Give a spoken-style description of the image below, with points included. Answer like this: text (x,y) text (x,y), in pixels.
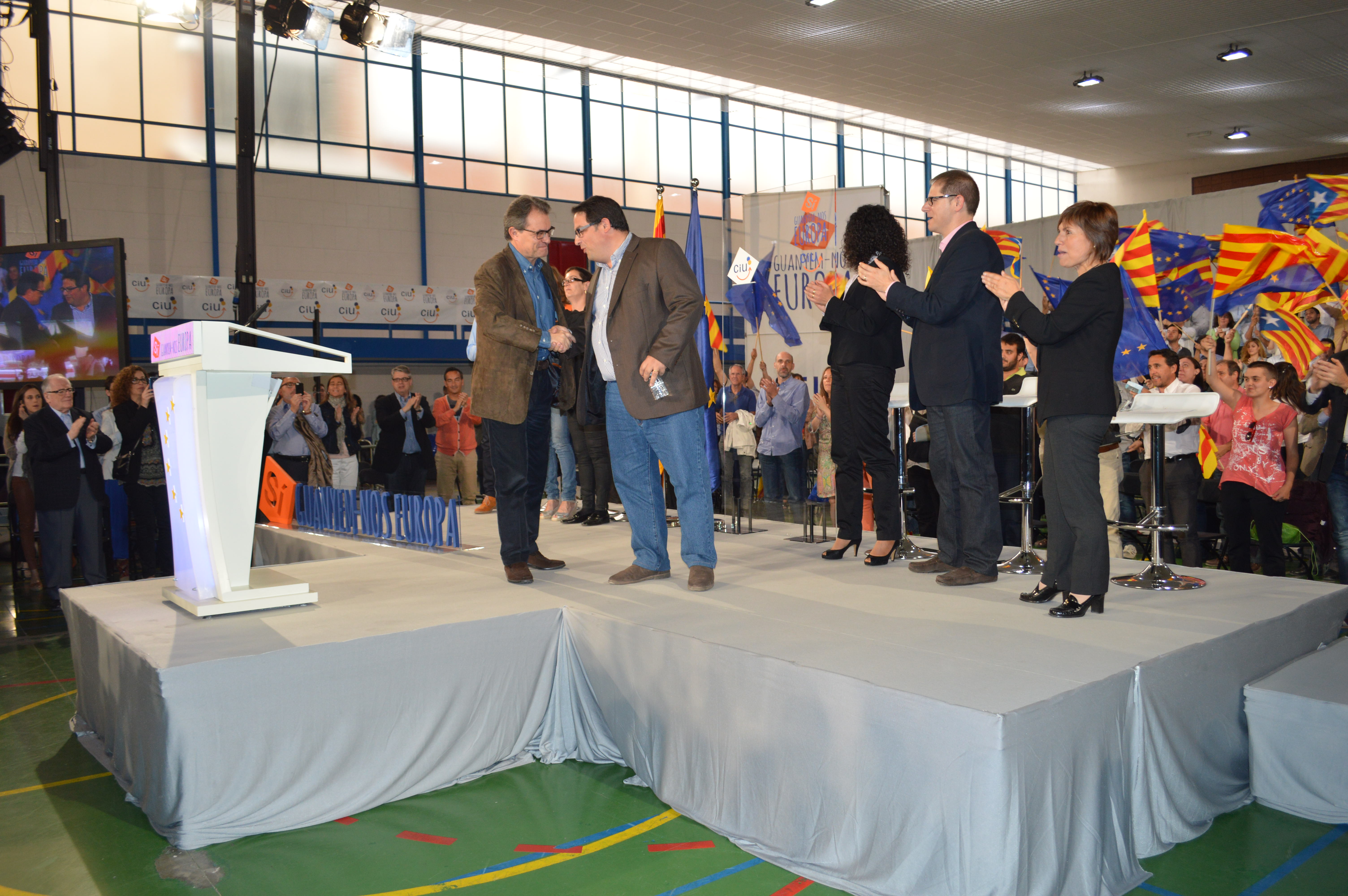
In this image I can see number of people (639,468) where few (971,435) are standing on the stage (1264,612) and rest all are standing in the background (1020,348). On the stage (881,570) I can see a white colour podium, few chairs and I can also see something is written on the stage (625,654). On the right side (1107,474) I can see number of people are holding flags (1347,202) and on the left side (6,262) I can see a television (123,298). On the top side of this image (272,12) I can see number of lights (272,12) and in the background (714,333) I can see few flags (760,310), a white colour board (780,213) and on it I can see something is written.
